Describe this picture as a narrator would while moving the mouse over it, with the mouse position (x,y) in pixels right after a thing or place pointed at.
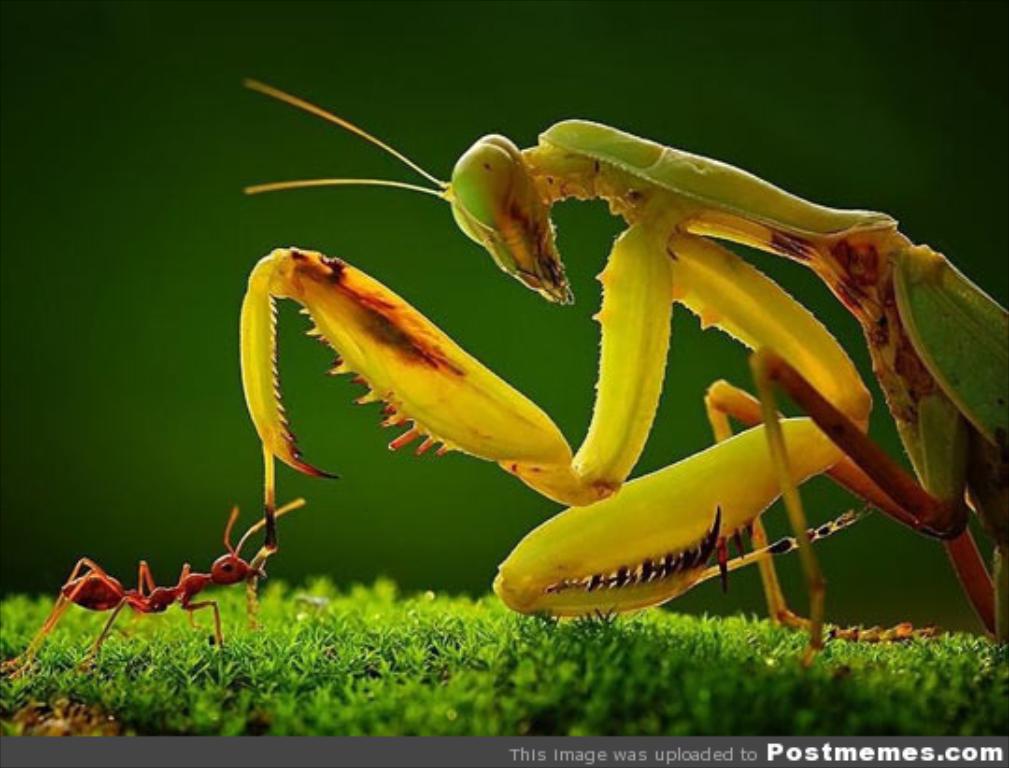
In this image I can see the insect (775,468) in green, yellow and red color. I can see the grass (445,623), red color ant (216,563) and the background (466,533) is in green color.
